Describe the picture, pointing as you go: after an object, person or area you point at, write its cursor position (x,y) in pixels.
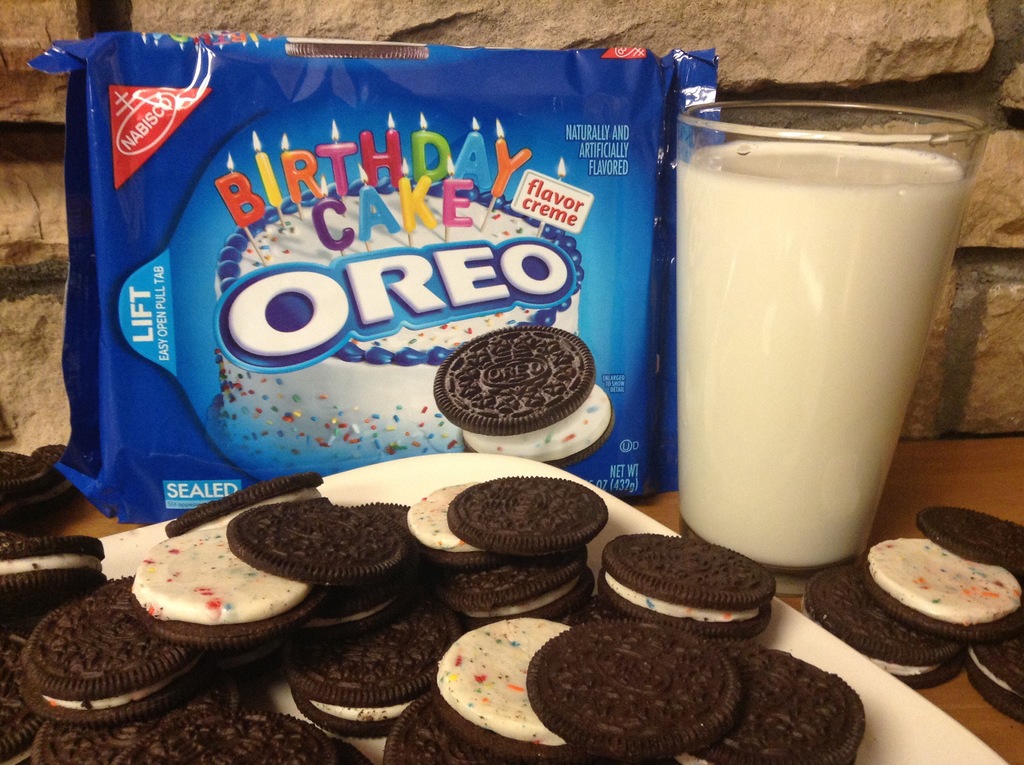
This image is taken indoors. In the background (42,336) there is a wall (609,35). In the middle of the image (449,481) there is a table (966,458) with a glass of milk (792,346), a few biscuits (991,557), a tray (891,735) with a few biscuits (546,651) and a biscuit packet (360,248) on it.
